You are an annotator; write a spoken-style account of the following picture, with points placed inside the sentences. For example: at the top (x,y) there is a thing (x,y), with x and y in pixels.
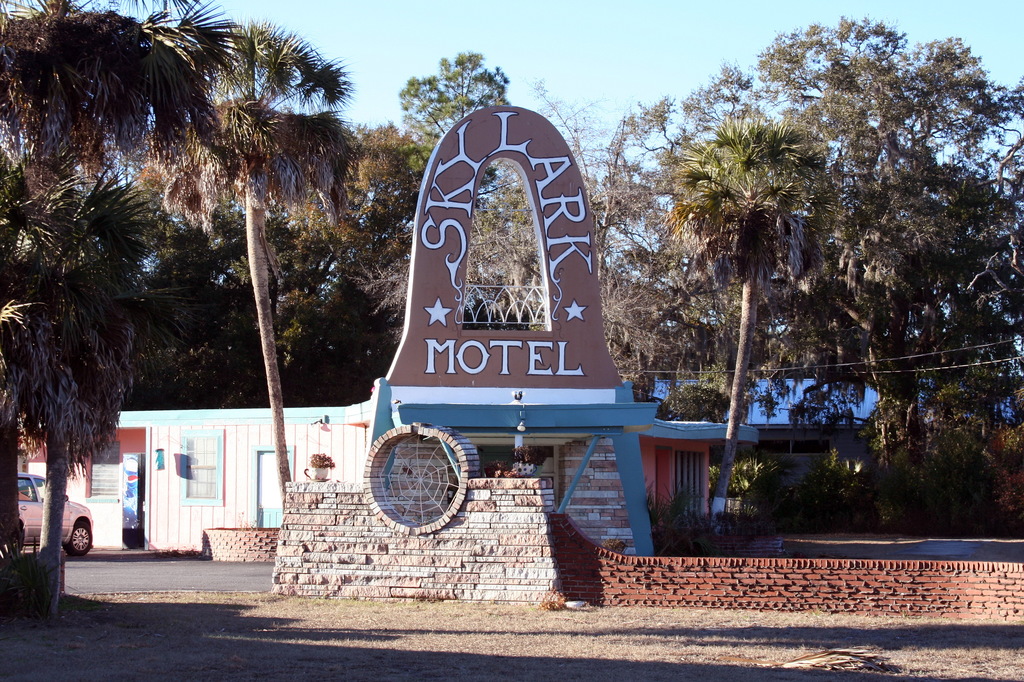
In the image we can see a house (350,472) and a poster (458,367), on it there is a text (429,349). We can even see there is a vehicle (26,514) and a stone wall (501,554). There are even trees (773,260), dry grass (560,645) and the sky (379,44).
